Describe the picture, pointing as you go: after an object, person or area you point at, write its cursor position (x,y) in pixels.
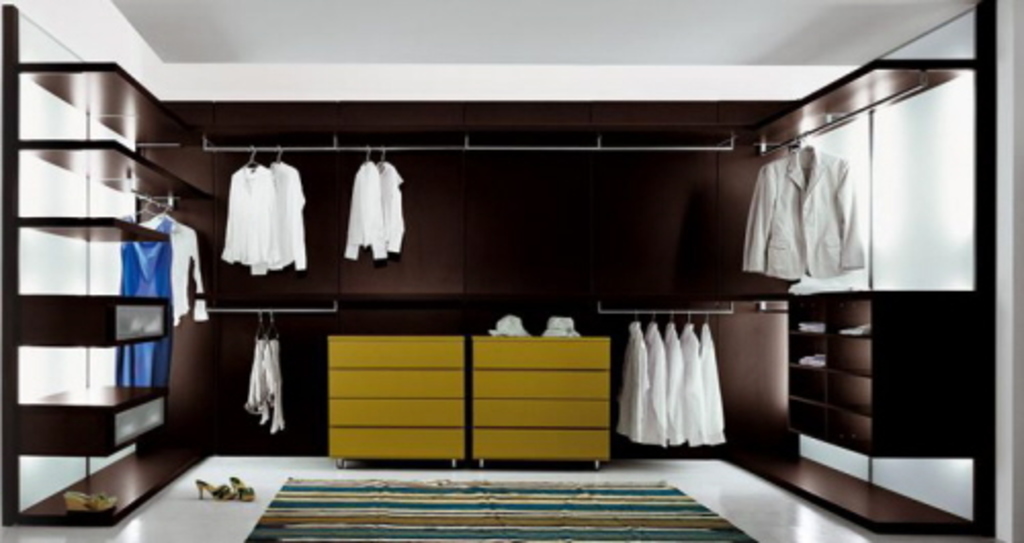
In this image we can see there are few clothes (264,253) are arranged in a cupboard (626,248) with the help of hangers (253,166) and there are a couple of sandals (240,489) placed on the floor (420,471).
